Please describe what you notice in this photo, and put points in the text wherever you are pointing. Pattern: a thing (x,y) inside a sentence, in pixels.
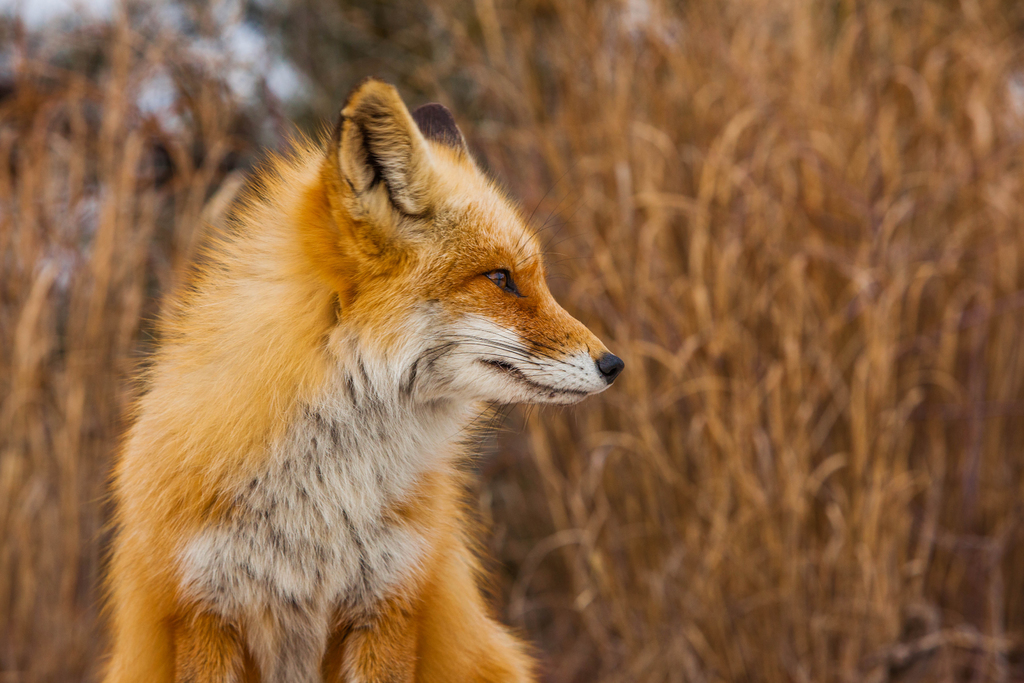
In the picture we can see a fox (430,597) sitting near the grass plants (22,453) and behind it we can see full of dried grass plants (968,426) and the fox (137,493) is light brown in color with some part white in color.
